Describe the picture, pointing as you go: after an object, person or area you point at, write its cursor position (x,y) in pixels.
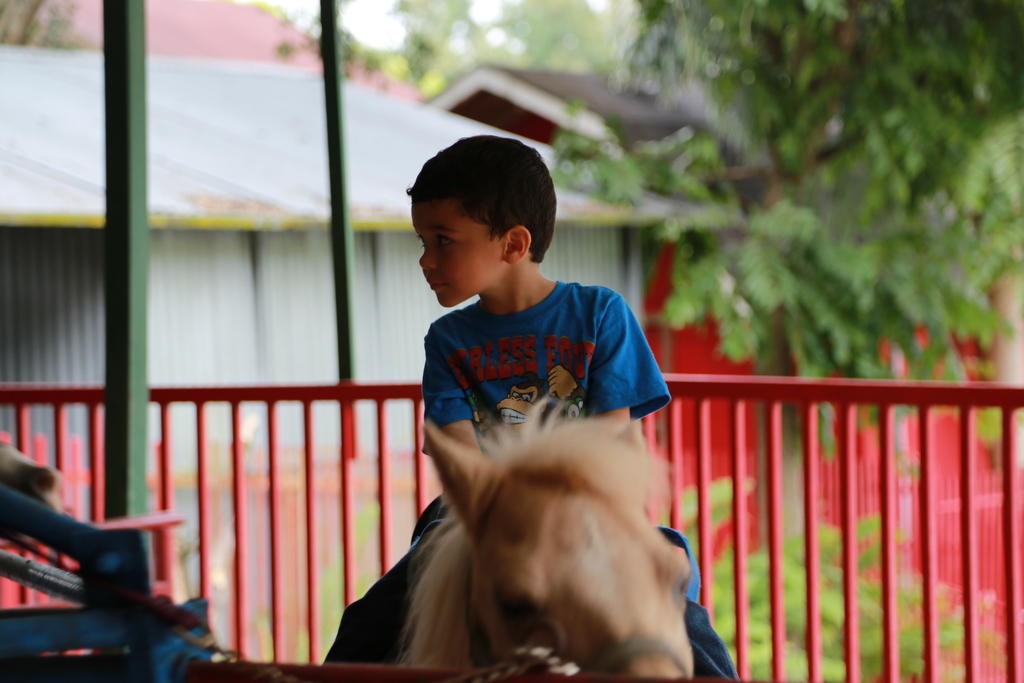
In this image i can see a child (581,321) sitting on a horse (584,550). In the background (740,482) i can see the railing (778,426), trees (842,173), building (409,163) and the sky (374,24).
